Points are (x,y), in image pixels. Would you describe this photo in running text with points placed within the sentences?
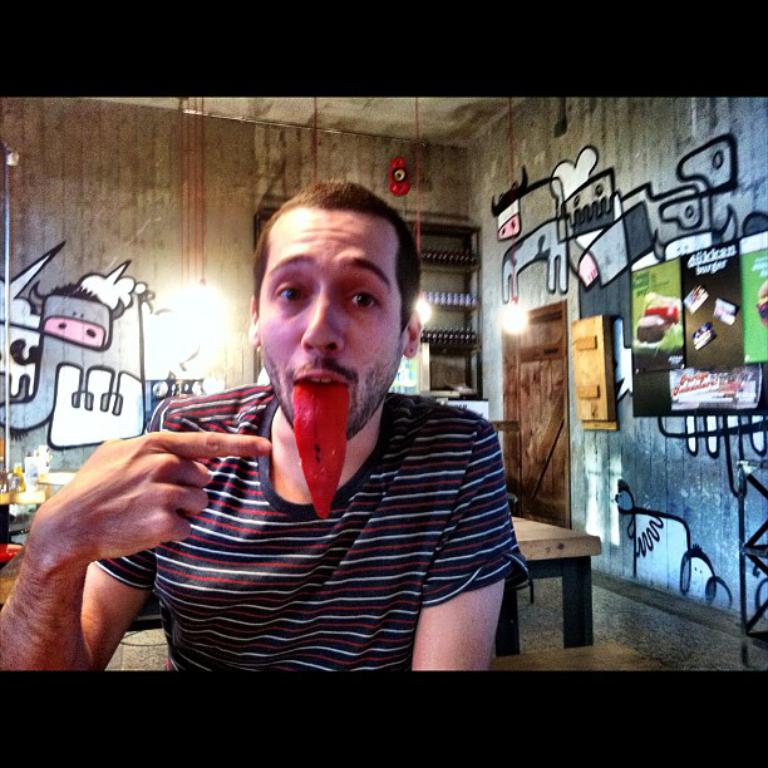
In this image in front (477,539) there is a person (363,468). Behind him there is a table (588,542). On the left side of the image (66,479) there are a few objects (27,478). On the right side of the image (555,427) there is a wooden door (529,420). There are photo frames (681,366) attached to the wall (695,427). In the background of the image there are lights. There are bottles (464,294) placed on the rack (465,382). There is a painting (592,183) on the wall (624,171). At the bottom of the image (684,609) there is a floor (689,617).
